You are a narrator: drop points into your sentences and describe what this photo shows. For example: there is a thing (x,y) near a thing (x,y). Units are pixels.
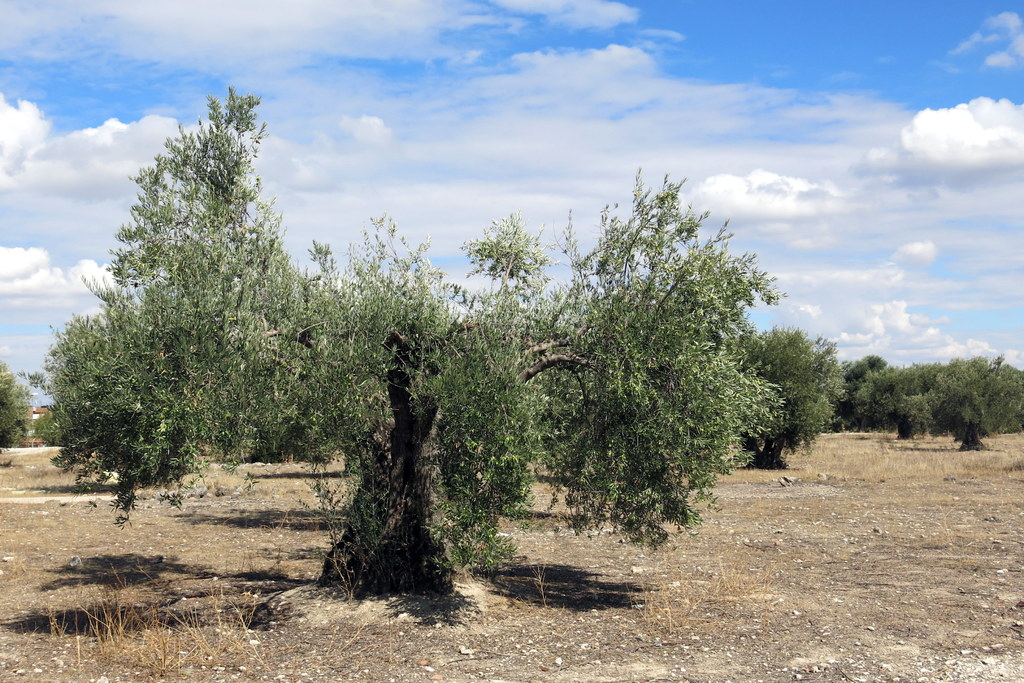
In this image there are trees (764,399) in an open ground (24,535).
